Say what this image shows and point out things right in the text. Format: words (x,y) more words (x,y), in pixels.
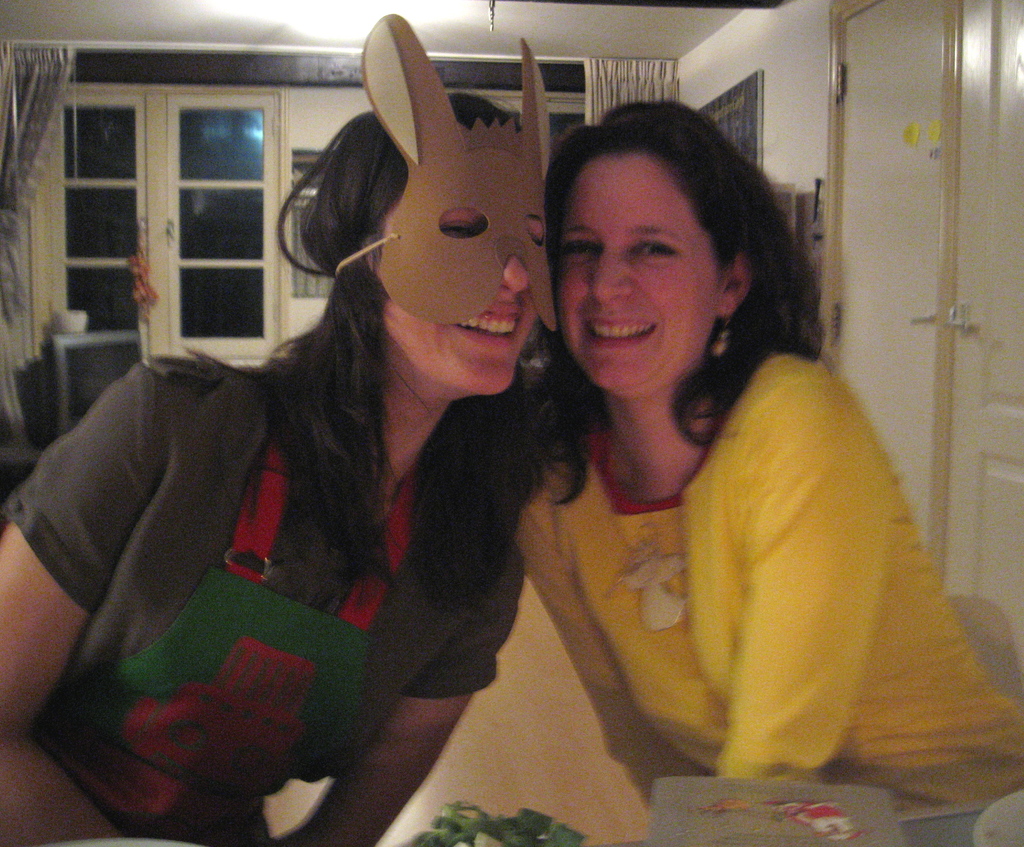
In this image, we can see people (353,353) and one of them is wearing a mask (457,243). In the background (60,138), there are curtains (2,154), windows (161,209) and we can see doors (848,225), a board (758,151) on the wall (771,111) and there is a television (62,354) and some other objects (450,807). At the top (314,10), there is light (301,13) and at the bottom (536,736), there is a floor (520,731).
